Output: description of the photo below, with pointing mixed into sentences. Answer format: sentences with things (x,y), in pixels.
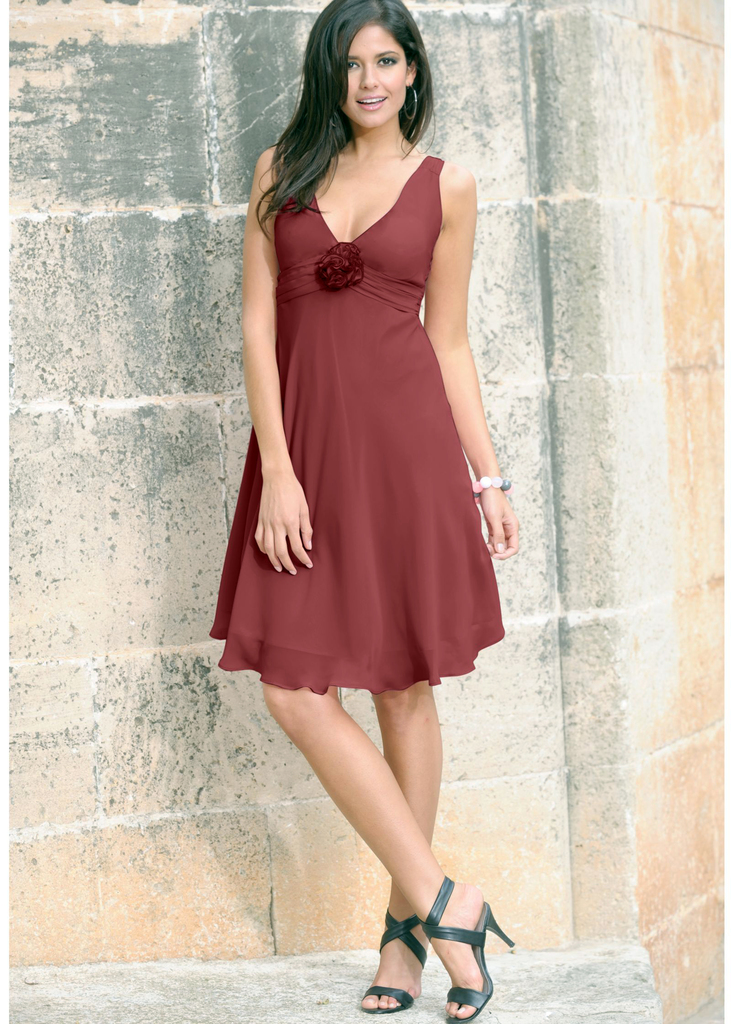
This image consists of a woman (340,590) wearing brown dress (403,660). In the background (253,98), there is a wall (538,601). At the bottom (288,1003), there is a ground (312,1002).
